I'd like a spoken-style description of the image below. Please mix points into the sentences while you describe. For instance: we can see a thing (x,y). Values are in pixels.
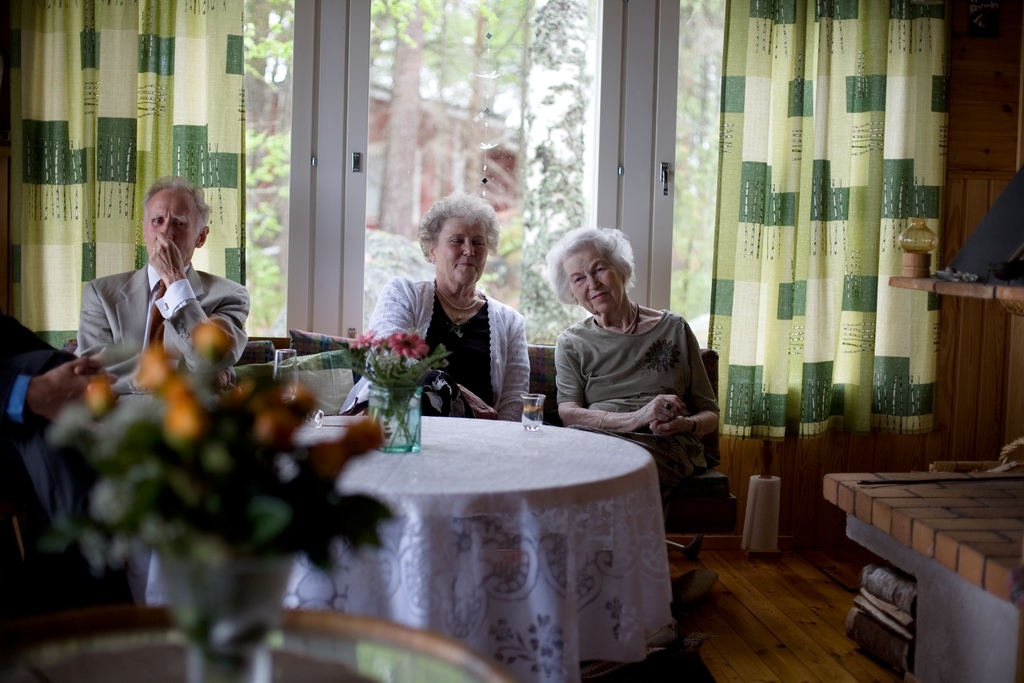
There are group of old people (184,351) sitting on sofa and a table (614,504) in front of them with a flower vase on it. Behind them there is a glass door (455,127) and curtains (890,199) hanging on them.
